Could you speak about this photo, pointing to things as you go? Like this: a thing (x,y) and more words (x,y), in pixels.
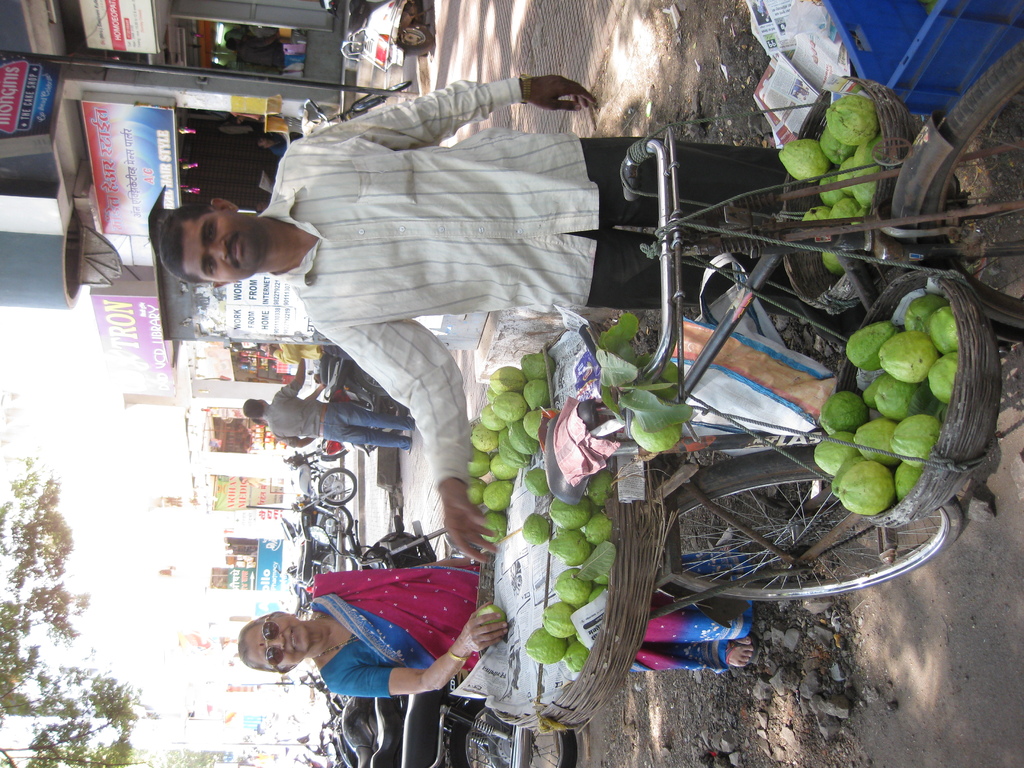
In this picture I can see there is a man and woman (344,659) standing and the man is selling guavas (571,586) and the woman (443,617) is wearing a pink and blue sari (405,660). In the backdrop (363,435) there is a man (367,423) standing and there are few buildings (164,53).
